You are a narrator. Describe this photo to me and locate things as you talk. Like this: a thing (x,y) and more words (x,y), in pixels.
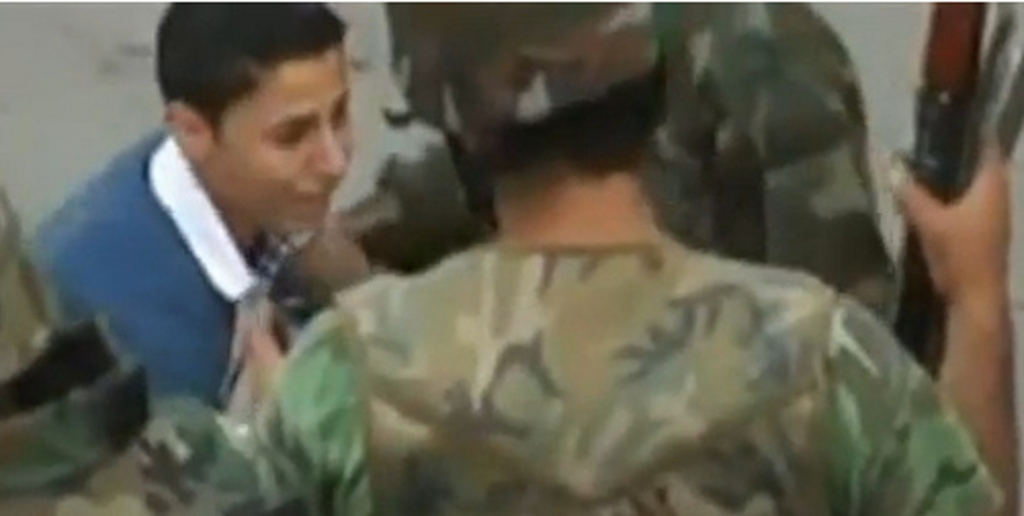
In this image there is a military officer (502,367) in the middle (508,340) who is holding the gun (925,296). In front of him there is a boy (258,197). Beside the military officer (574,454) there is another military officer (70,413) on the left side (121,392).
